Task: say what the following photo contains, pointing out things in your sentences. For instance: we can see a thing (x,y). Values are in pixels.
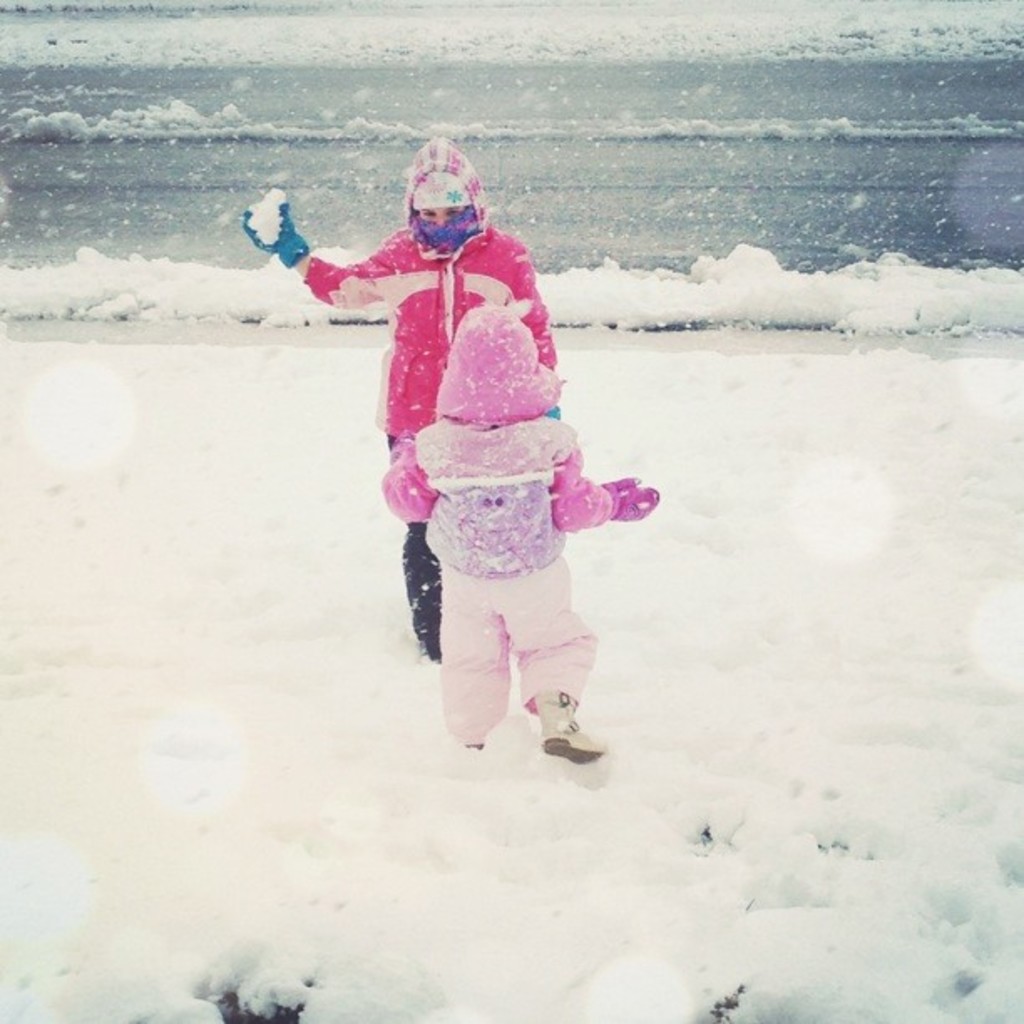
In the image in the center (443,476), we can see two persons (433,488) were standing and they are holding snow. In the background (793,361) we can see snow (866,695).
